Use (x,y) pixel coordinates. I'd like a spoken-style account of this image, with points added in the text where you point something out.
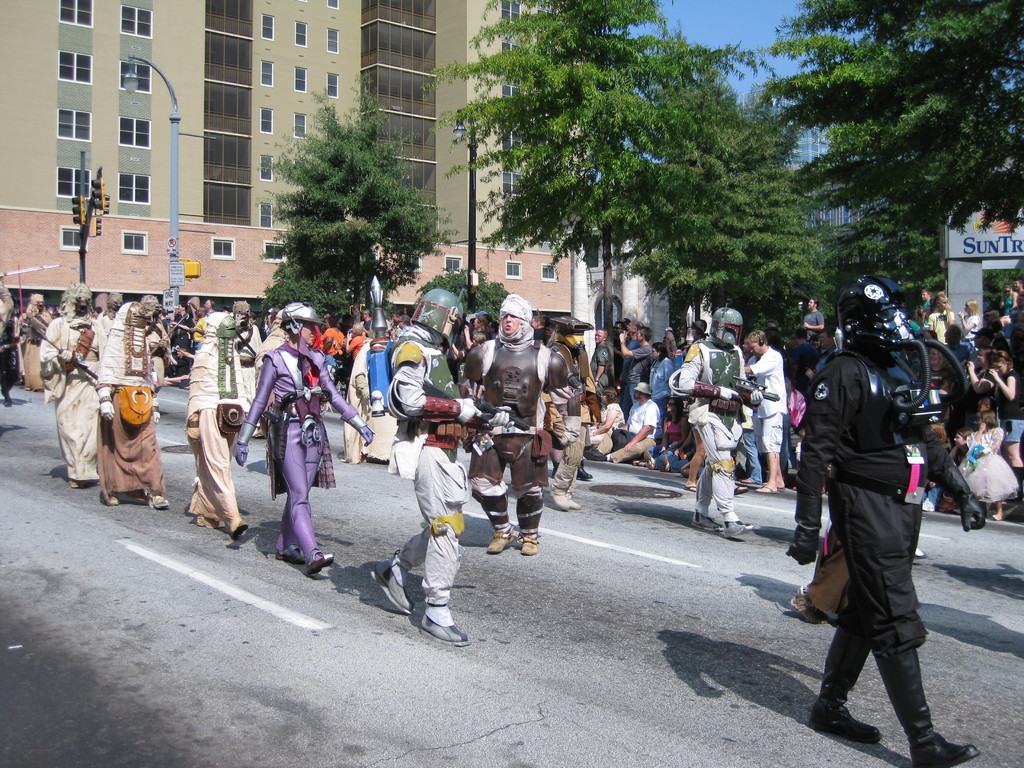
Front of the image we can see people (813,375), signal lights (94,205), light poles (128,78), boards (169,272), trees (323,185) and hoarding (996,248). Among them few people (516,427) are holding objects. In the background (156,278) there is a building (184,47) and sky (693,5).
